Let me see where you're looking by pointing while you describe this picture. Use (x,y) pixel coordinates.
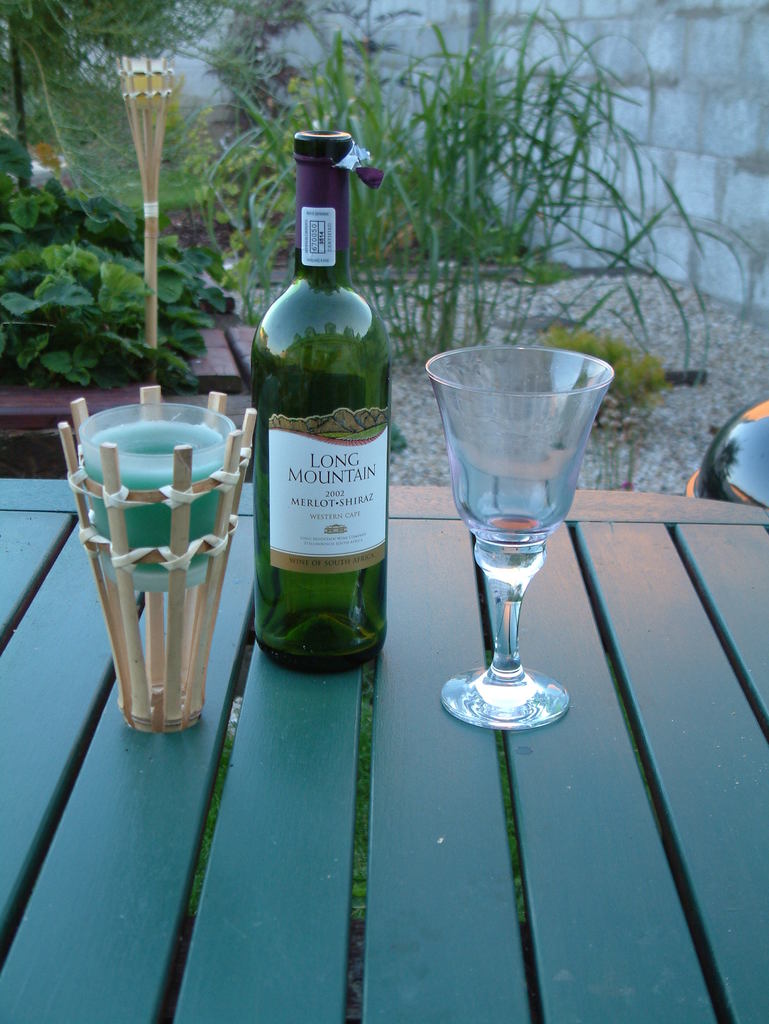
In this picture we can see a bottle (337,481) and a glass (456,498) on the table (590,663), in the background (439,189) we can see some plants (222,143).
